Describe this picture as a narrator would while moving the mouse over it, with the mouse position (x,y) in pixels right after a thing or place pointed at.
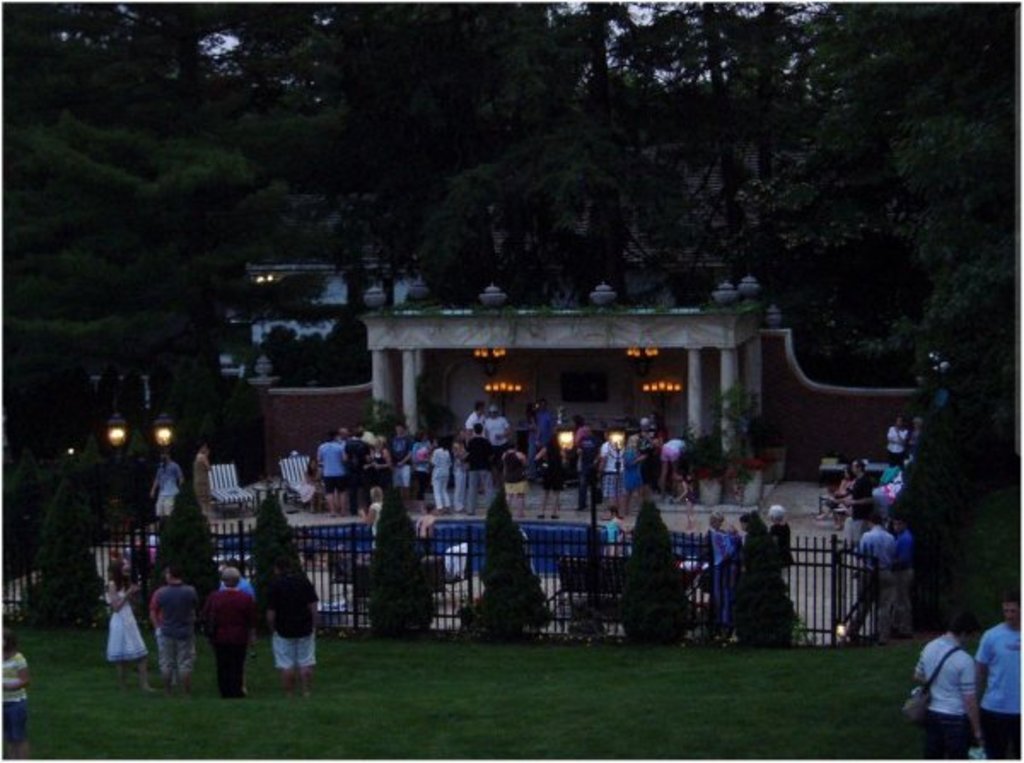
This picture is taken in the dark where we can see these people (12,674) standing on the grass (60,677), we can see the fence (342,578), plants (85,560), these people (884,557) standing on the ground (810,534), swimming pool (545,566), chairs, pergola (442,307), light poles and trees (855,180) in the background (926,279).
